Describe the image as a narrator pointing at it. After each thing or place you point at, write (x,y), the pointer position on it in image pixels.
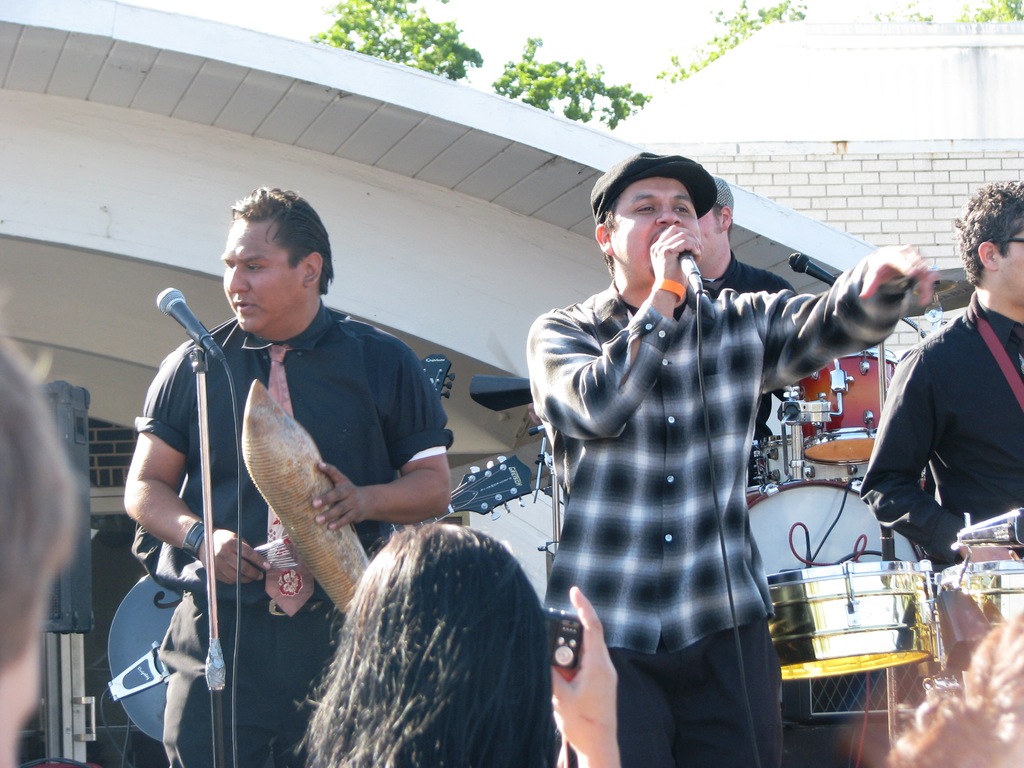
In this image I can see number of people (980,266) are standing. Here I can see he is holding a mic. In the background (827,624) I can see a drum set (832,437), a building (425,88) and a tree (451,32).
